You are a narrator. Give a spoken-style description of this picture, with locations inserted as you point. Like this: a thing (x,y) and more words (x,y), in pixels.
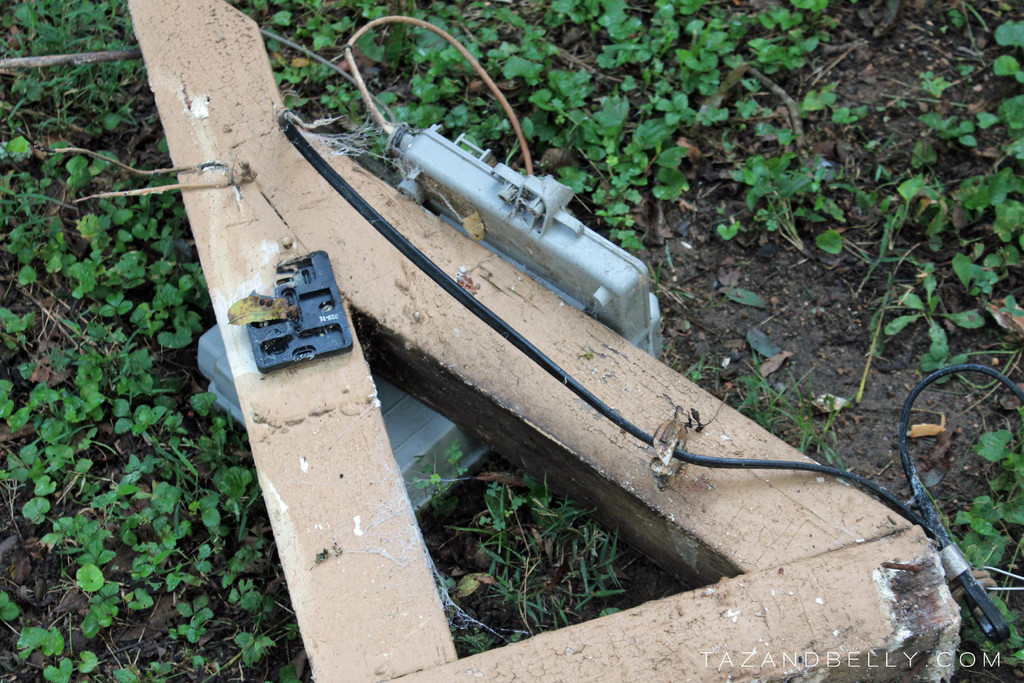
In this picture we can see a wooden pole (314,231) with cable (386,127) and other things (433,196). On the image there is a watermark (866,656).
